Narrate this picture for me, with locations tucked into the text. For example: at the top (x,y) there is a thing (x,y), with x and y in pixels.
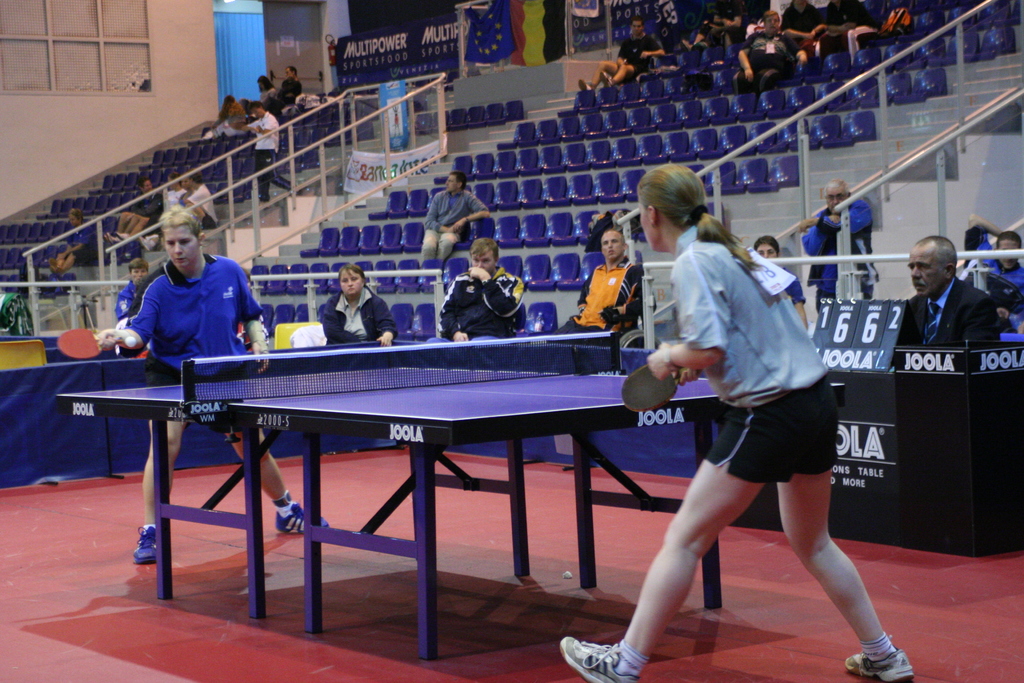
This picture is taken in a stadium (967,174). Here, we see woman (715,319) in grey t-shirt (696,319), woman (173,320) blue t-shirt (167,337) are playing table tennis. Behind them, we see staircases (768,208) and beside that, we see many blue chair (489,176) on which many people (610,70) are sitting. On the left of the picture (144,118), we see a white wall (170,71). Beside that, we see blue curtain (243,50).
